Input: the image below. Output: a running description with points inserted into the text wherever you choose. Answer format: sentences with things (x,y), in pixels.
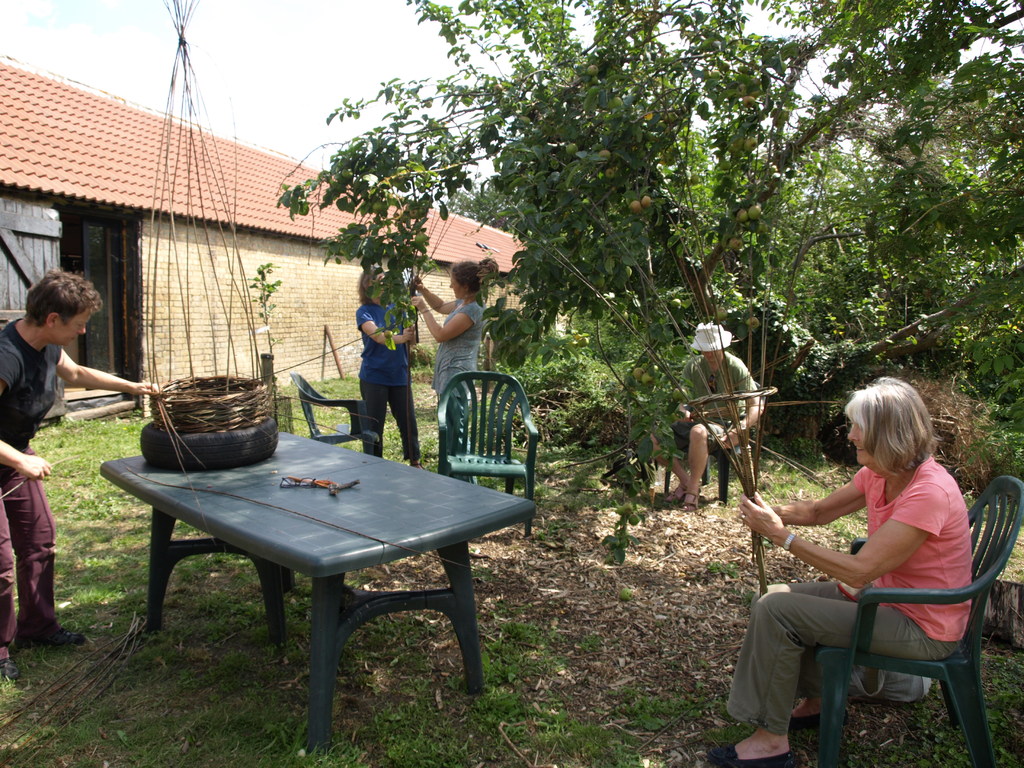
It is an open area (683,682), it looks like a lawn (213,743) outside the house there is a blue color table (428,484) and few chairs (493,416) some people (755,757) are sitting in the chairs (453,411), one person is standing and tying a rope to the tire (207,446) on table (284,456), in the background (765,271) there are trees (746,169), sky (308,51), beside it a house (199,144).
